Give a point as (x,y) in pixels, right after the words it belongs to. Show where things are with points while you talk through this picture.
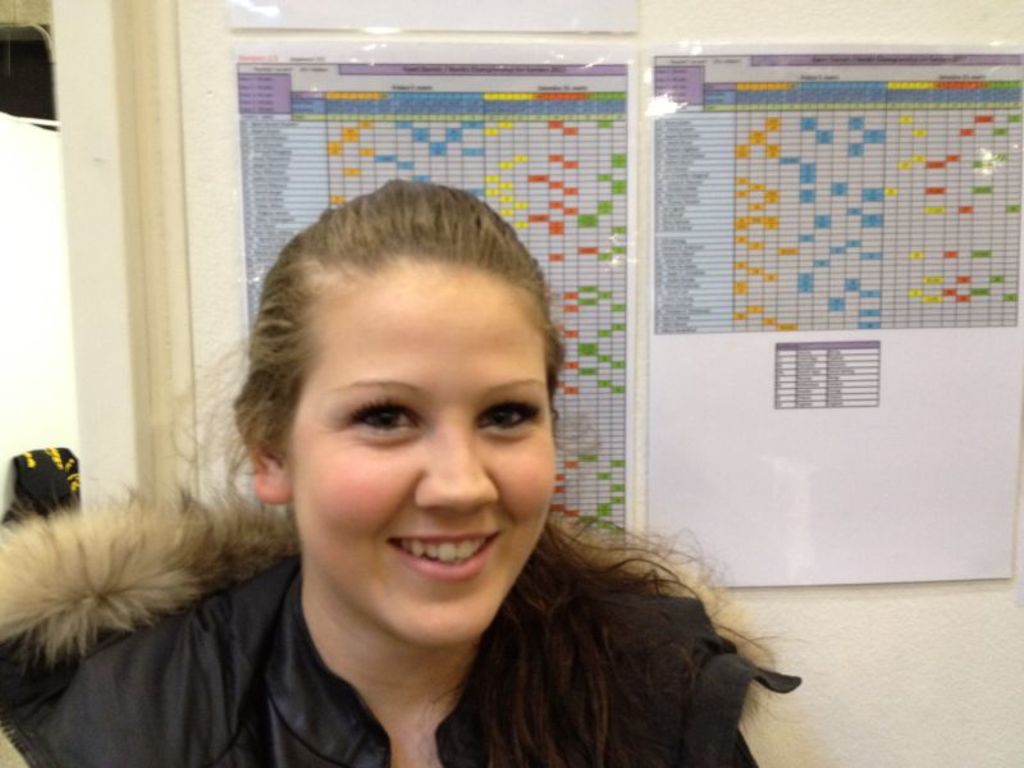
In this image we can see a woman (560,578). On the backside (751,517) we can see some papers (715,503) pasted on a wall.
